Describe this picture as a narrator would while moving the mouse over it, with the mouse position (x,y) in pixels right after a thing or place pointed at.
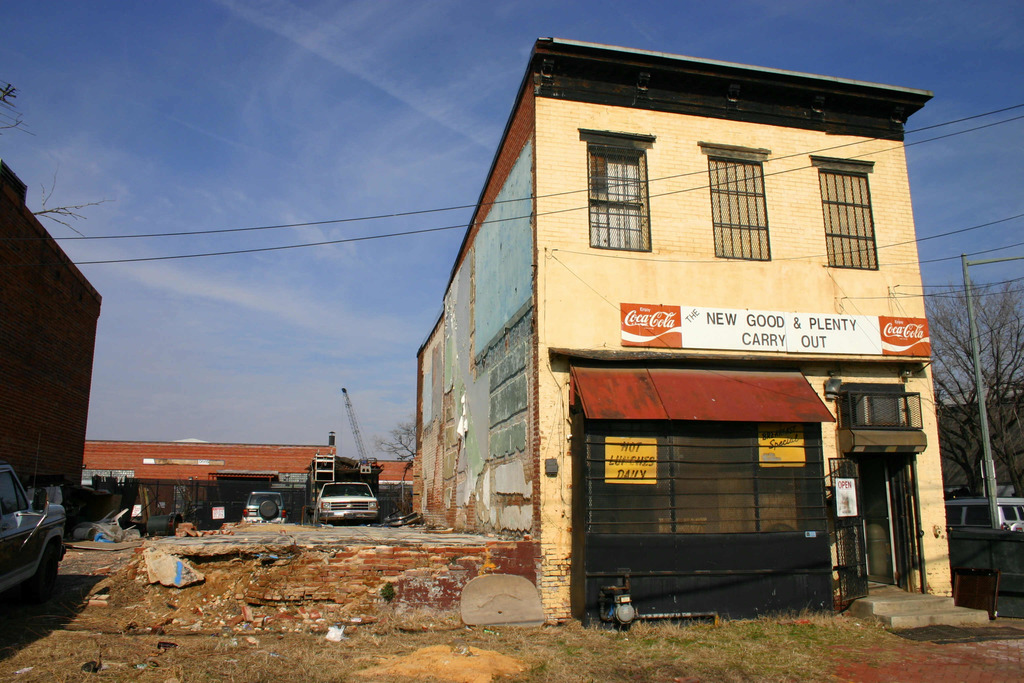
In this picture we can see buildings (29,412) and vehicles (977,507). On the right side of the building (746,438) there are trees (969,401) and a pole (975,367) with cables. Behind the buildings (664,192) there is the sky (259,196). On the building (611,305) there are boards (799,459).
